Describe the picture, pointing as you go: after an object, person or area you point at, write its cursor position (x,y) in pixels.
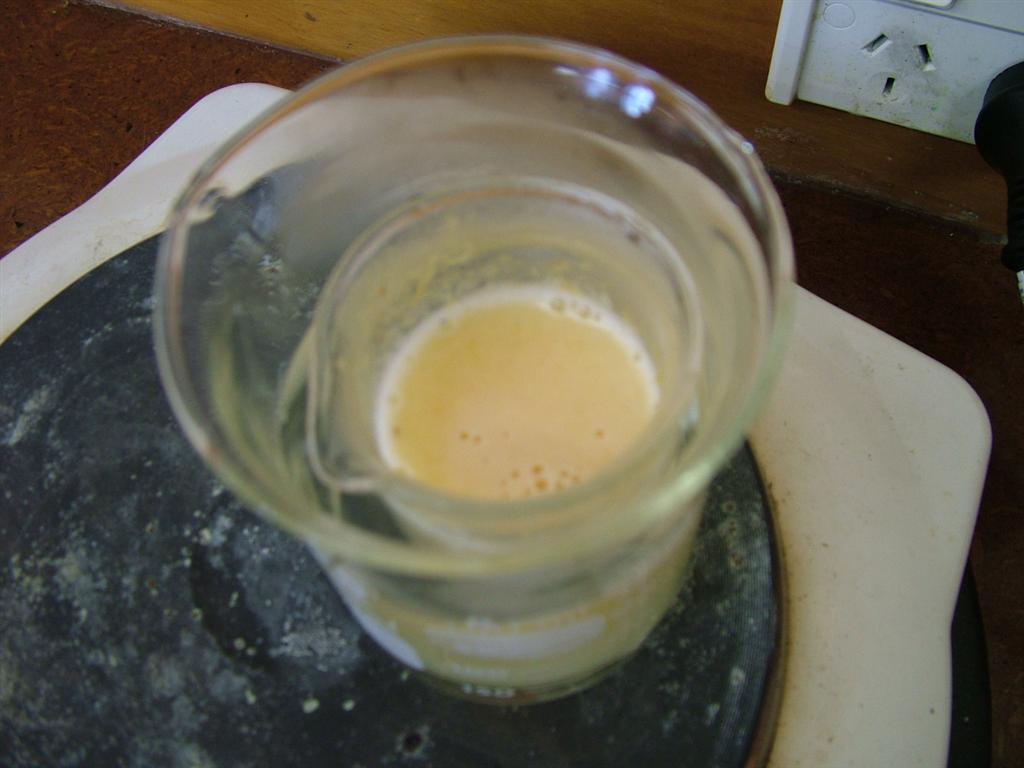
In this image we can see a glass (660,368) within a glass (419,454) placed on the table (736,590). In the background (869,102) we can see switch board (841,93) on wall (758,52).
